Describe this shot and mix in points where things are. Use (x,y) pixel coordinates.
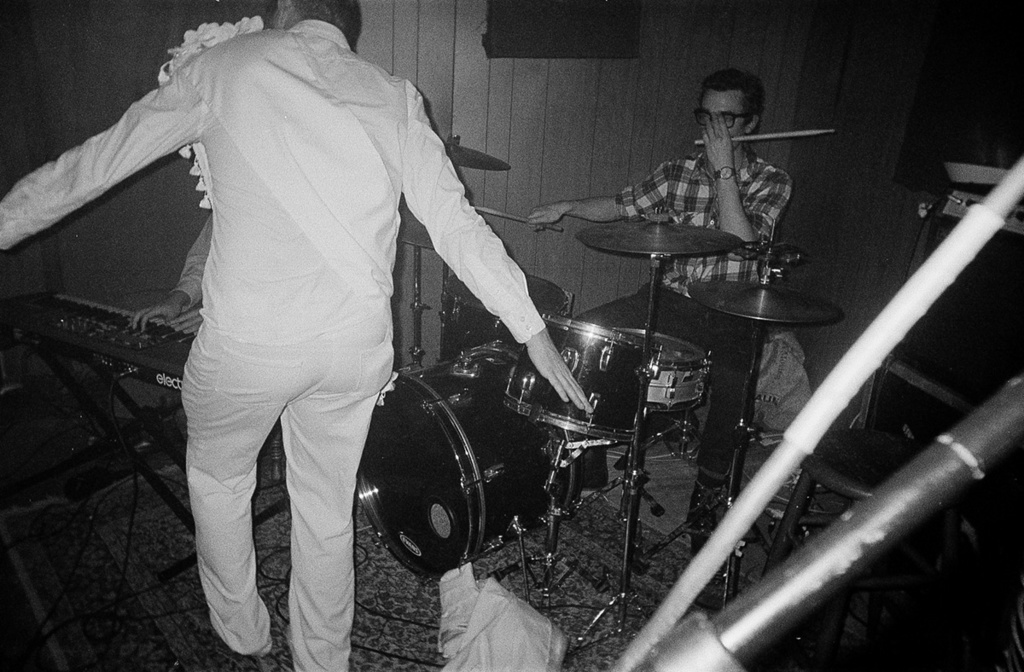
The person (726,180) in the right (730,196) is sitting in front of the drums (640,250) and there is another person (318,186) standing in front of him and there is another person (190,289) playing piano (146,330).
